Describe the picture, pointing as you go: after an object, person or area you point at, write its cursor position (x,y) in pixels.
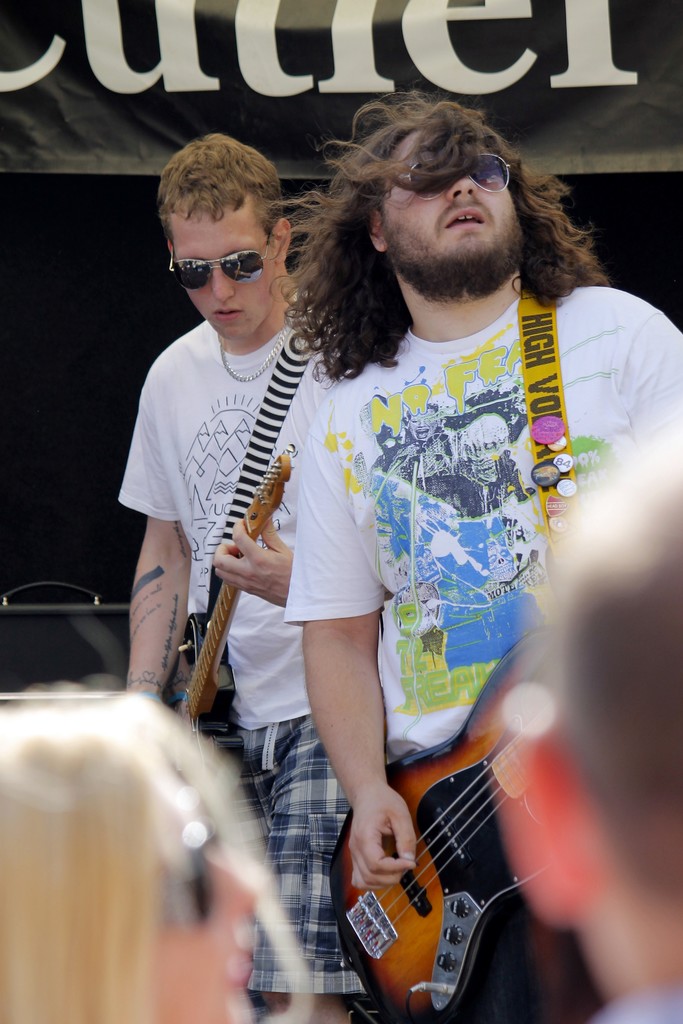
This image is clicked in a musical concert. There are two people (302,510) who are playing musical instruments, both of them are wearing white T-shirt (468,407) and goggles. A banner (65,13) is on the top (521,72) in the bottom (142,763) there are two persons (662,921) who are watching them.
